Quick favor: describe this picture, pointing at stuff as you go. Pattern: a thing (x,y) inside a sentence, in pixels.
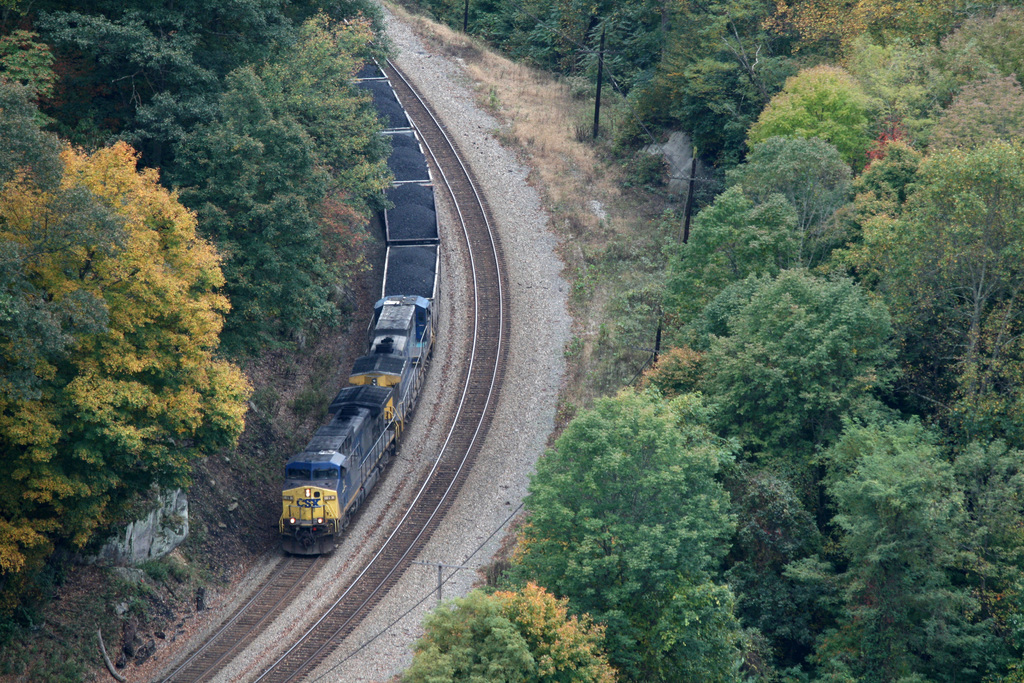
In this picture we can see a train (349,406) on a railway track (236,610). We can see a few trees (573,640) on the right (900,151) and left side of the image (189,398). There are some poles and plants (573,181) on the right side (720,163). We can see a wire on the poles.
